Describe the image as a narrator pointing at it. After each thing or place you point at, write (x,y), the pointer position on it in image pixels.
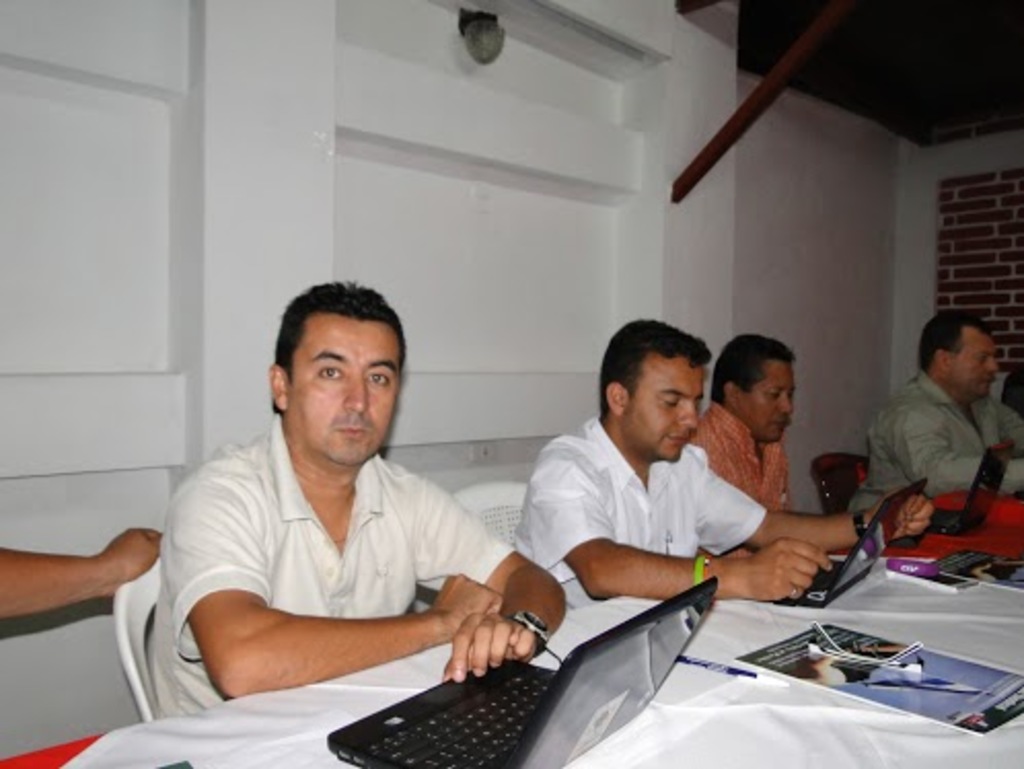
There are persons (68,565) in different color dresses (922,385), sitting in front of a table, on which, there are laptops (416,768), pen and books (853,679) and is covered with white and red color clothes (947,544). In the background (153,212), there is a white color wall (613,147).
